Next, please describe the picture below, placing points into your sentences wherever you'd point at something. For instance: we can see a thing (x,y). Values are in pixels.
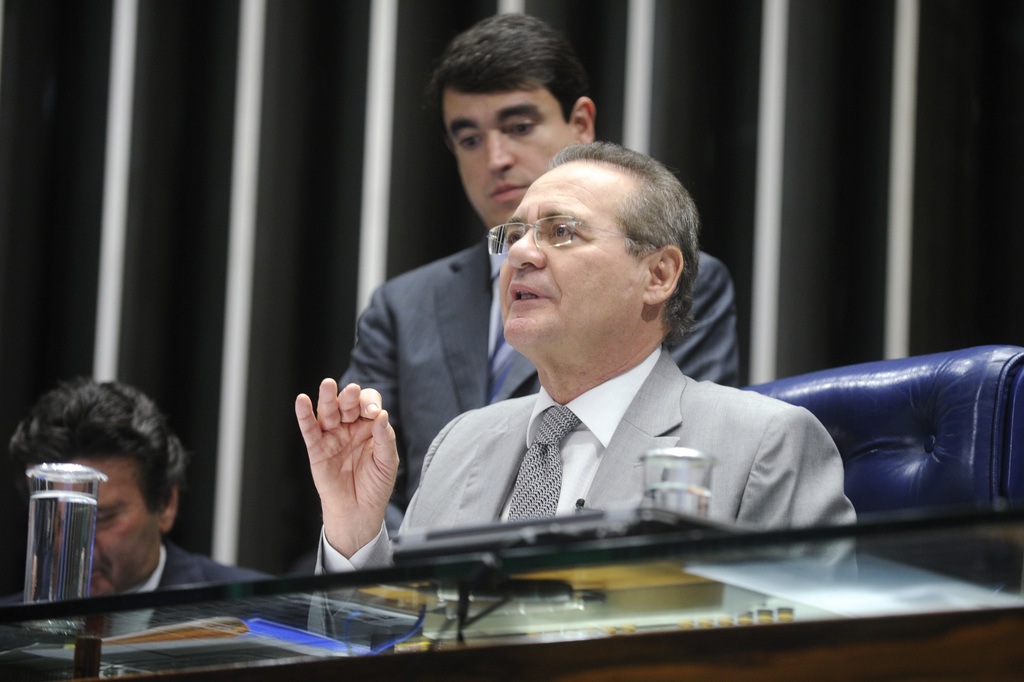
In this image there are three persons (541,389). Out of which one man (616,402) is sitting on the chair (850,425) and talking. In the background (461,347) there is one person (441,309) standing. White rods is visible in this image and the background (958,244) is black. There is glass (89,581) on the glass table (658,619).
